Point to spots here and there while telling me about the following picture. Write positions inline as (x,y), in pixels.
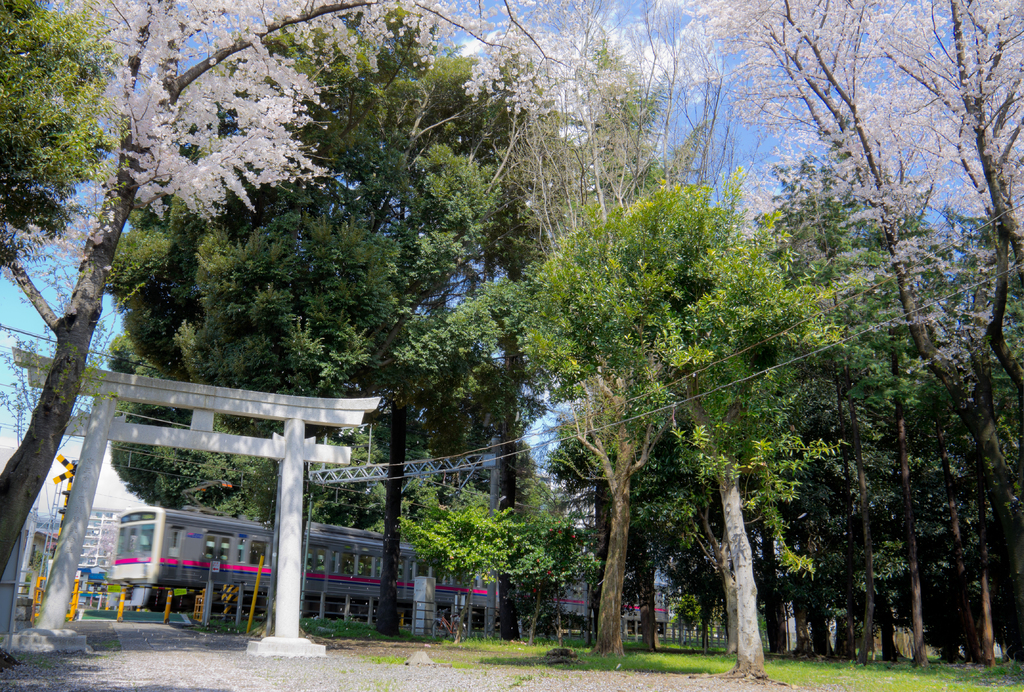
In this image I can see the ground (450,670), an arch (321,421) which is white in color, few trees (224,344) which are green and white in color and few buildings (102,573). I can see few yellow colored poles (251,617) and in the background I can see the sky (687,92).
